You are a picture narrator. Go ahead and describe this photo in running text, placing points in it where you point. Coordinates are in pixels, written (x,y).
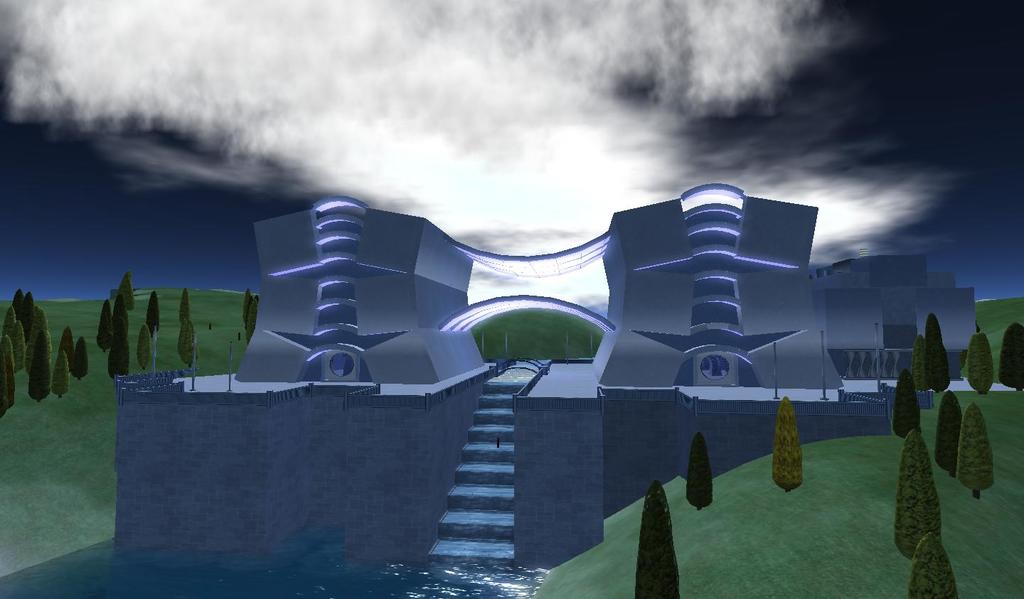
This is an animated image, there is the sky (505,107), there are clouds (496,79) in the sky (398,93), there are trees (36,364) truncated towards the left of the image (19,327), there is the grass (87,301), there are trees (970,362) truncated towards the right of the image (1011,360), there are trees (666,557) truncated towards the bottom of the image (940,573), there are buildings (327,280), there are poles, there is the wall (285,466), there are staircase (483,441), there is water (270,569) at the bottom of the image (409,582).
